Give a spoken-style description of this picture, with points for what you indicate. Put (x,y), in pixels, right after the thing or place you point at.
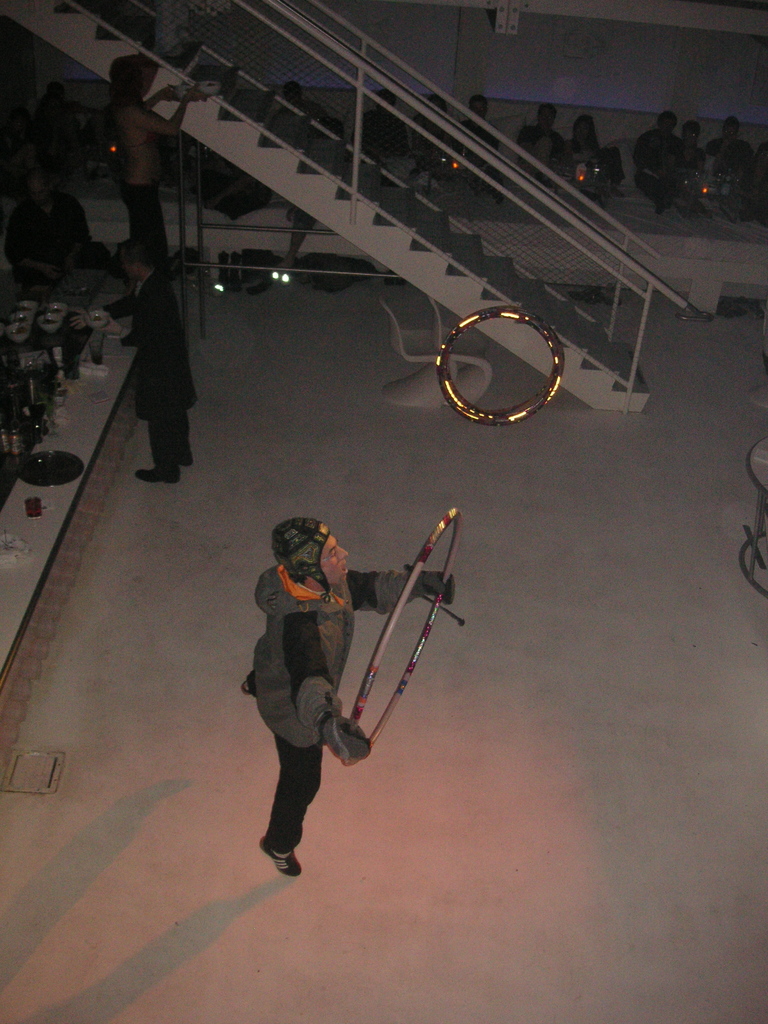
As we can see in the image there are stairs (604,387), few people (136,68), tables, bowls (29,316) and a wall (745,63). The man (319,617) standing in the front (296,685) is wearing black color jacket (290,731) and holding ring (456,544). The image is little dark.
